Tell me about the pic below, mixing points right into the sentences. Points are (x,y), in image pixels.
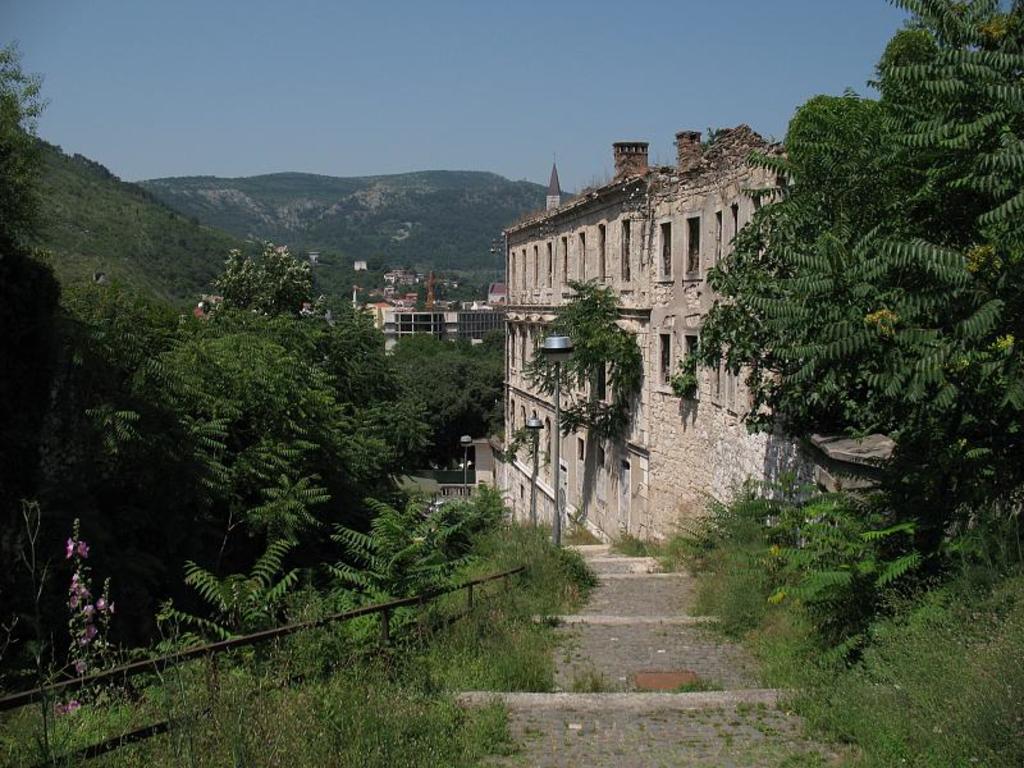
In this picture we can see few trees (426,416), buildings (663,277), poles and lights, in the background (497,173) we can find hills (348,196).
